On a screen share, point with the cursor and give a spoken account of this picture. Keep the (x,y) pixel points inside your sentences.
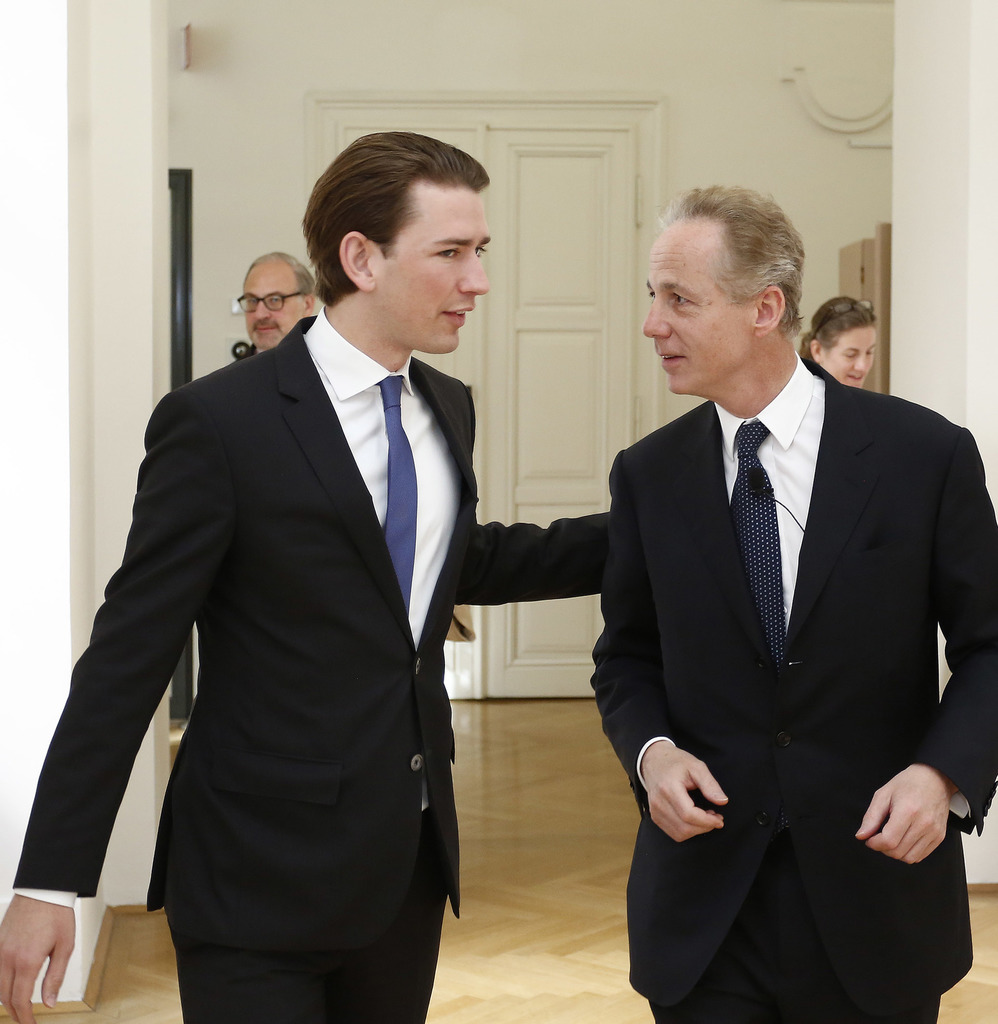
In this picture I can see there are two people (390,146) walking here and they are wearing a blazer (611,505), shirt (381,430) and tie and in the backdrop (275,327) there is a man (285,285) on top left (265,307), he has spectacles (280,297). There is a woman (872,348) into right and she also has spectacles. In the backdrop (658,34) there is a wall (240,60) and there is a door (625,403).
